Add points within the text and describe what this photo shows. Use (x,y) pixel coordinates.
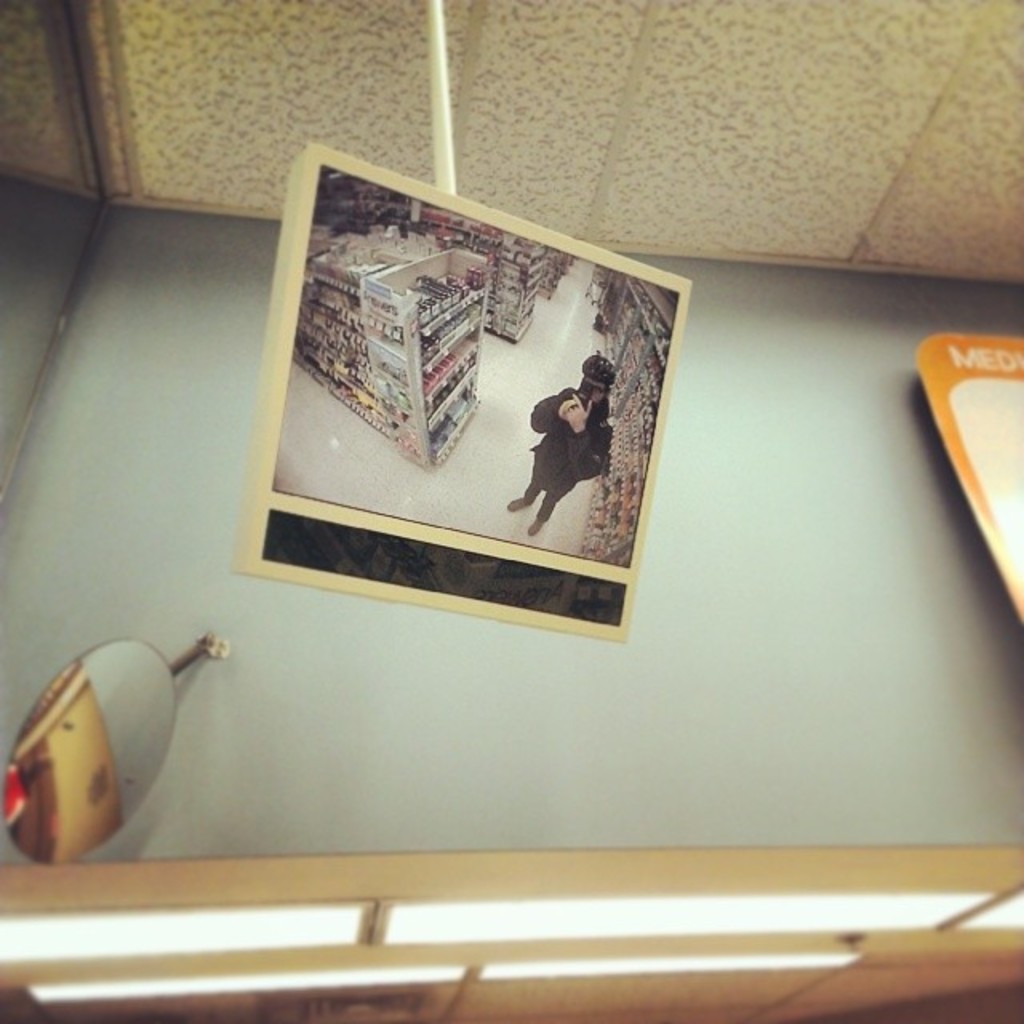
This picture seems to be clicked inside. In the foreground (965,351) there are some objects (965,351) and in the center (597,624) there is an object (575,244) seems to be an electronic device (365,359) on which we can see the picture of a person (568,402) holding an object (582,395) and standing on the ground (502,406) and there are many number of items (470,313) placed in the cabinet (519,323). In the background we can see the wall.
